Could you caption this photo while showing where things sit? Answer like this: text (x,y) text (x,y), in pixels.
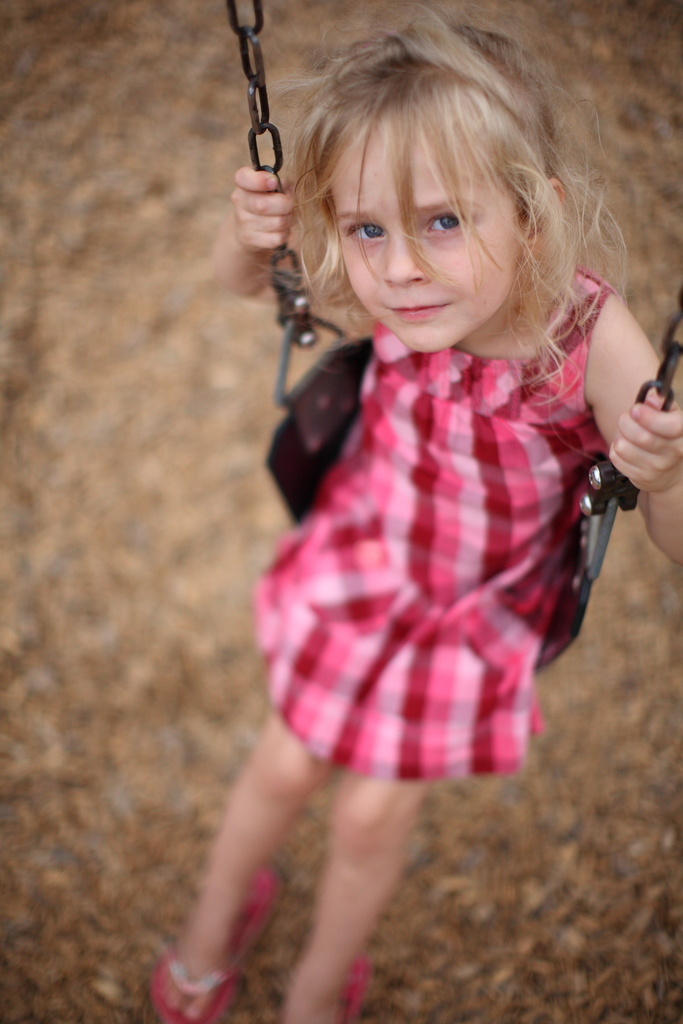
In this image, we can see a person (402,478) sitting on an object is holding some object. We can also see the background (208,626).
